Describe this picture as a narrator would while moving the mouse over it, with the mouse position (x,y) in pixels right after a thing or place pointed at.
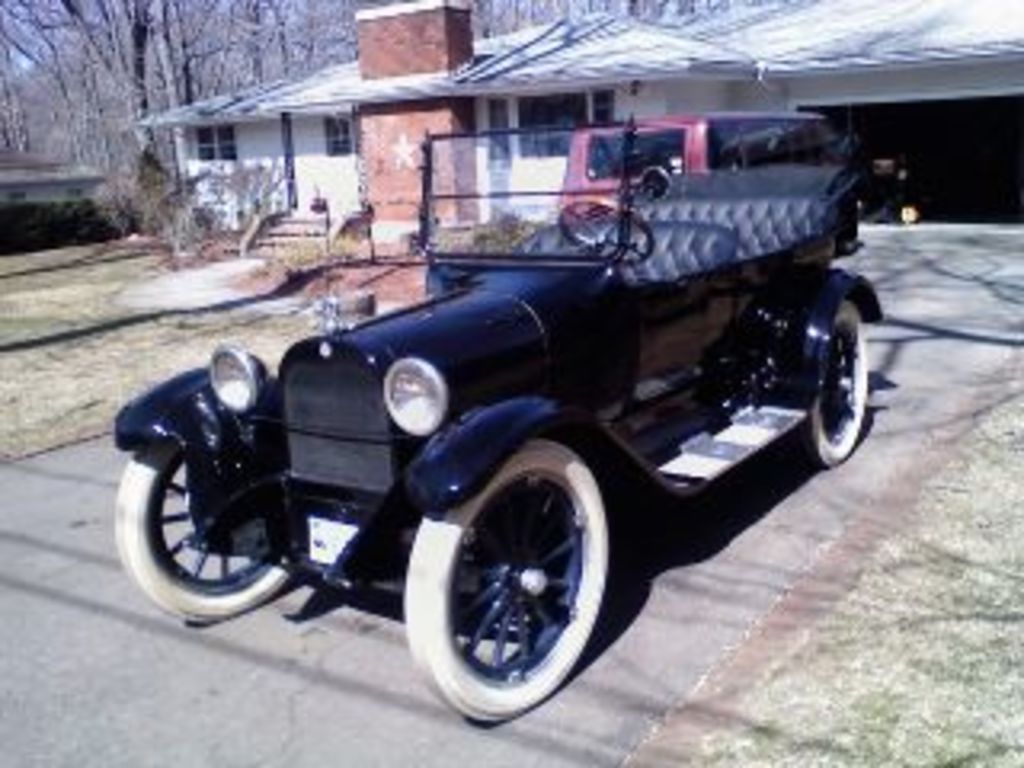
In the foreground (465,350) I can see a vehicle (564,437) on the road (646,608) and grass (941,616). In the background (63,227) I can see a house (600,108), plants (80,219), steps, trees (217,71), person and houses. This image is taken may be during a day.
